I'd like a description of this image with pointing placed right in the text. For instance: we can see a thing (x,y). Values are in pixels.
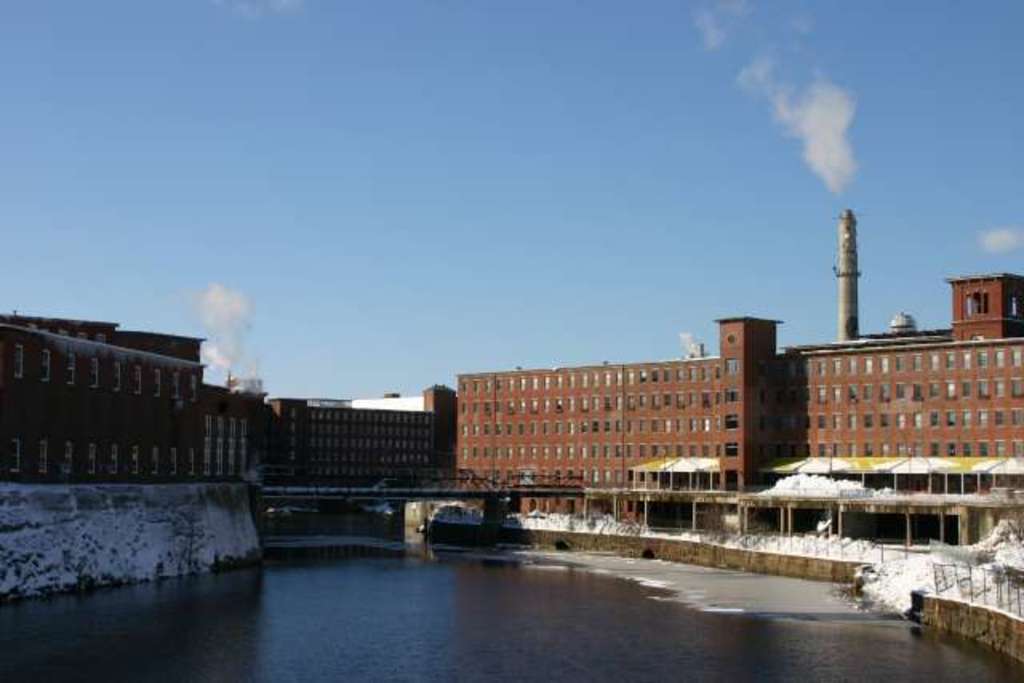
There is water (519,580) and a bridge (537,487). There are buildings (434,437).
